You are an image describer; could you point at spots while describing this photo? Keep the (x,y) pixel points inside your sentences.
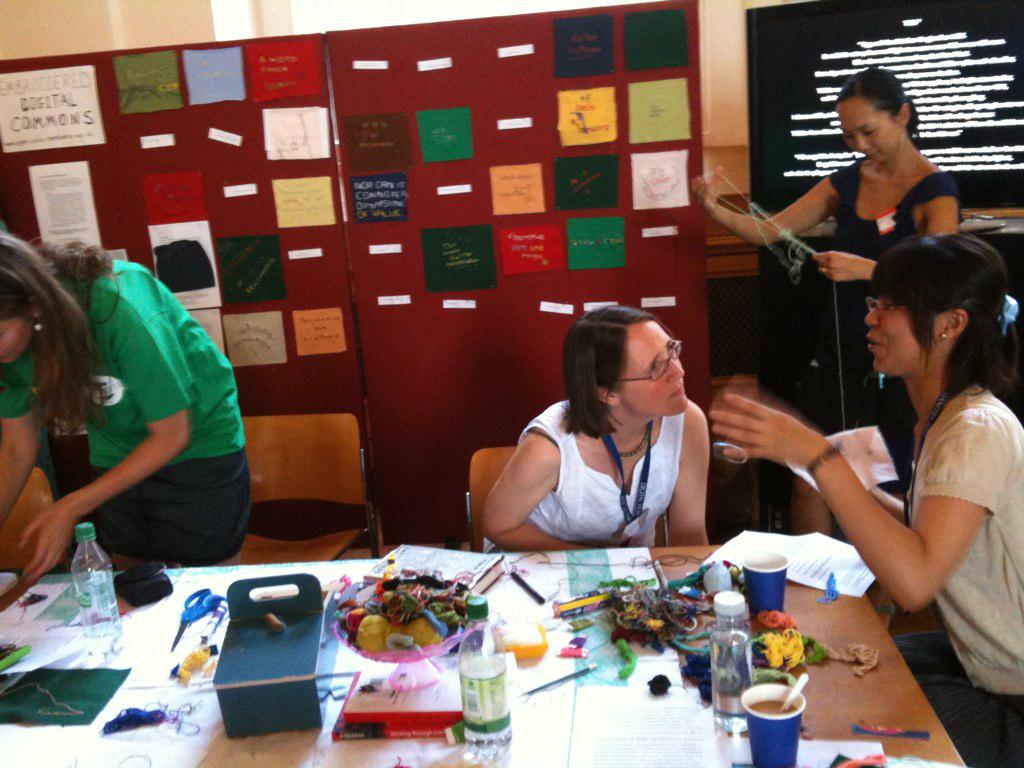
In this there are group of ladies (697,469) those who are sitting on the chairs (257,456) around the table (826,734) and there is a lady (874,117) who is standing at the right side of the image (890,127), she is holding thread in her hand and there is a red color board (358,53) behind them, on which there are many posters (433,268) and there is a projector screen (857,16) at the right side of the image (779,154) and there are art and craft things (598,595), which are spread over the table (635,652), there is a water bottle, scissors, and tea cups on the table (829,700), the lady (589,544) who is sitting at the center of the image (612,313) she is talking to the one who is sitting at the right side of the image (920,541).
